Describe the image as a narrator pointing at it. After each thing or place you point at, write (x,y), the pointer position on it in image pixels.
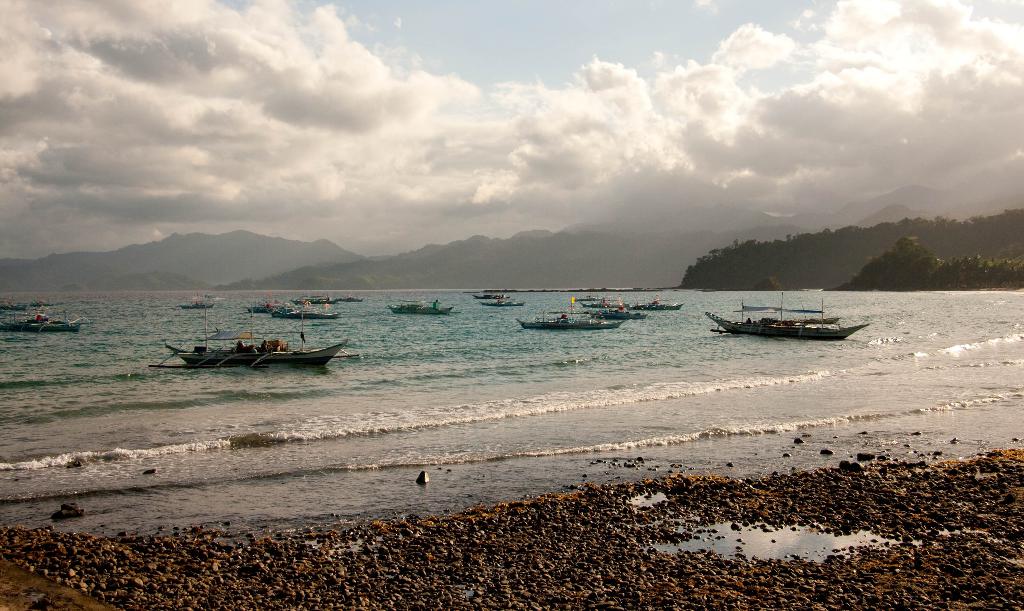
In this image in the center (398,393) there are boats (243,335) sailing on water (312,329). On the right side (819,250) there are trees (896,246). In the background (319,238) there are mountains (651,245) and the sky (528,141) is cloudy.
